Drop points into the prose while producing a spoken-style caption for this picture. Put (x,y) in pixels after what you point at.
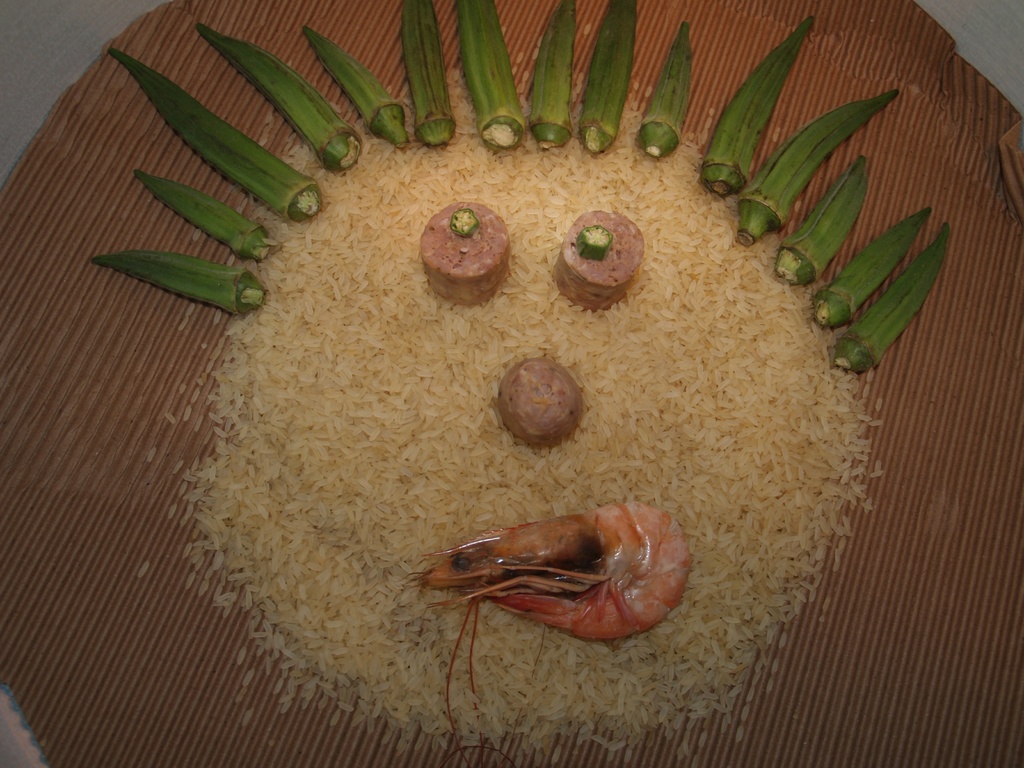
In this image I can see the brown colored surface (65,372) and on it I can see some rice (342,429), few ladies fingers (487,107), a prawn (624,568) and few other food items (482,243).
